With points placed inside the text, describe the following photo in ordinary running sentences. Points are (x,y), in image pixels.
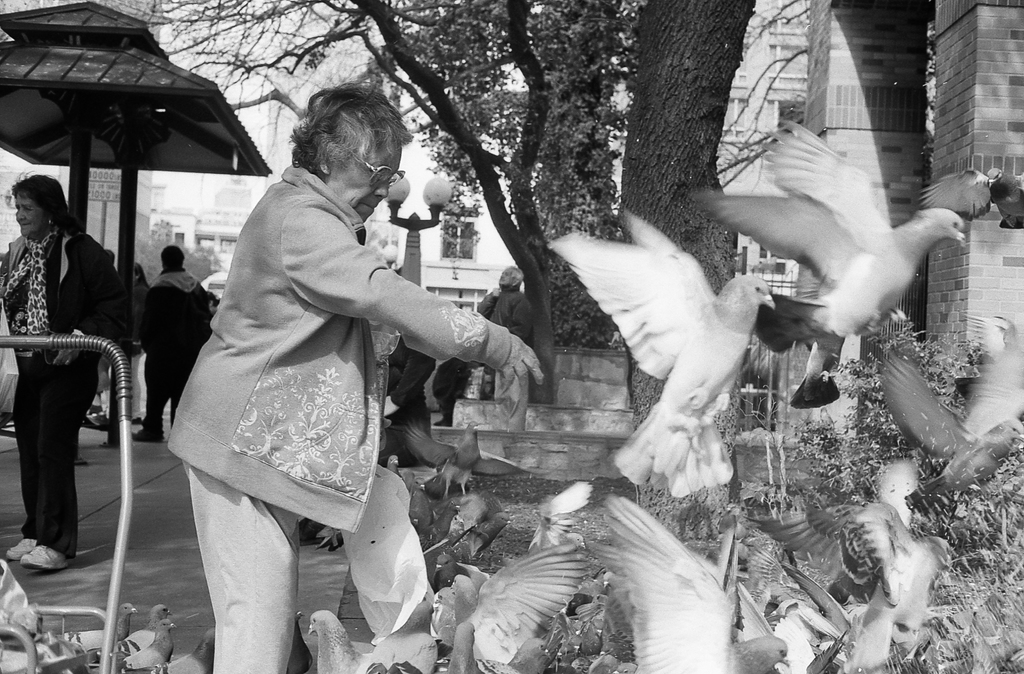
In this image we can see birds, there are a few people (370,279), there are plants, trees (490,170), a trolley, there are buildings (906,145), and the picture is taken in black and white mode.
